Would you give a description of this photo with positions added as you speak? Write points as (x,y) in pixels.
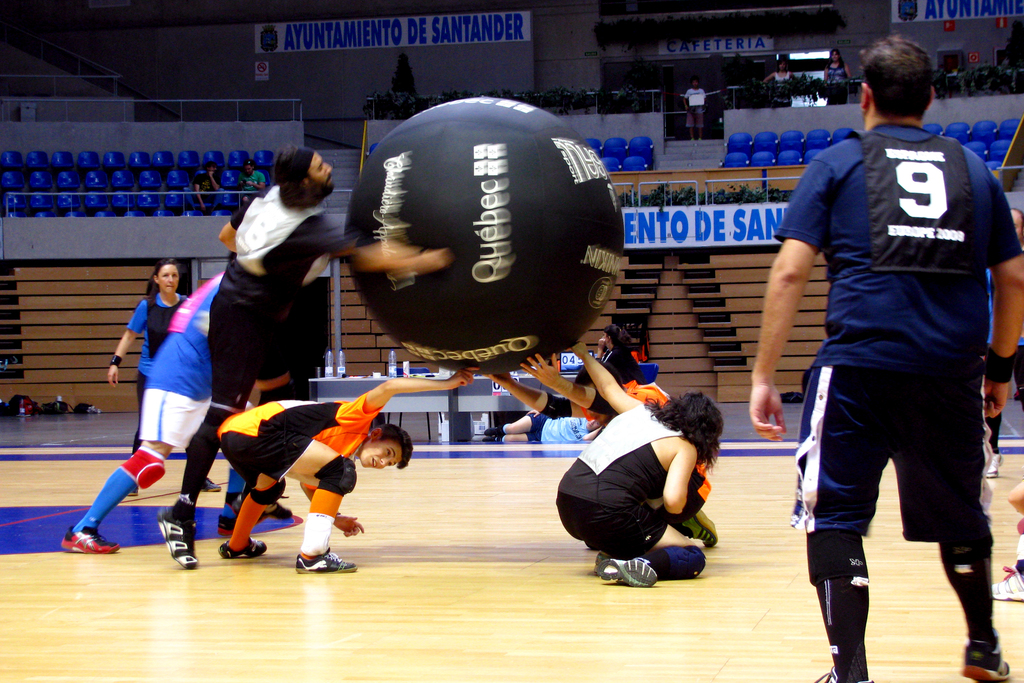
In this image, there are some persons (570,477) wearing clothes (590,452) and holding a ball (570,180) with their hands (502,376). There is an another person (891,288) on the right side of the image (881,289) standing and wearing clothes (913,288). There are some chairs (196,164) in the top left (210,153) and in the top right of the image (787,144).
